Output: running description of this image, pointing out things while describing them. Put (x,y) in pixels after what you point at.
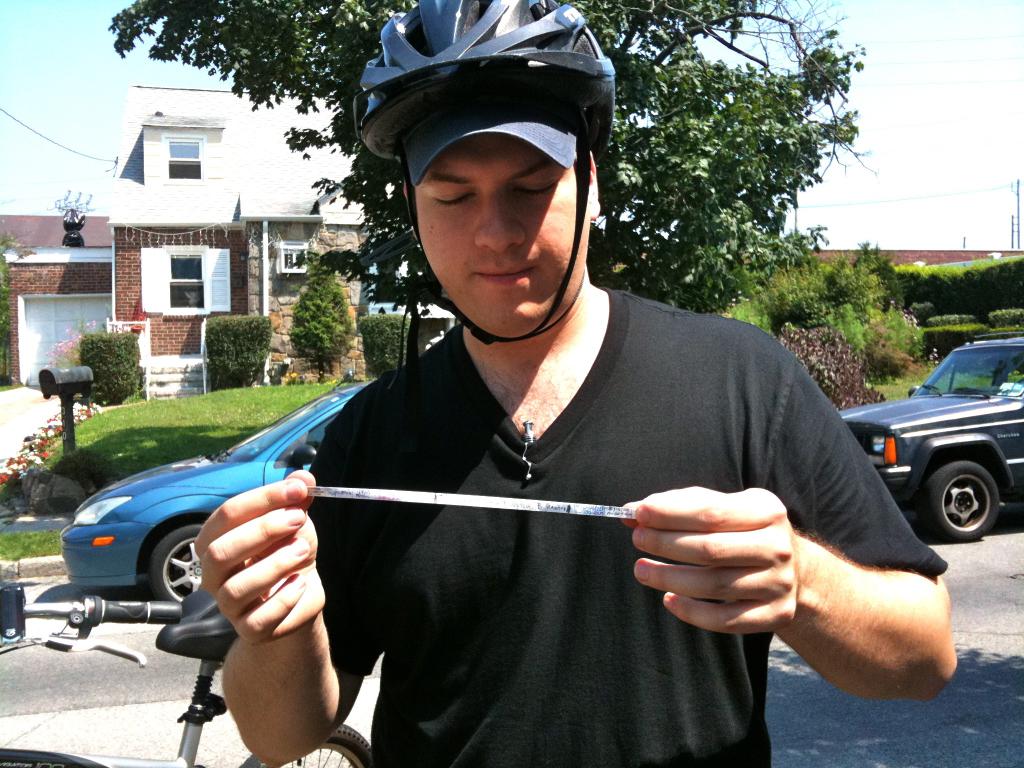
In this image we can see a person (548,463) standing and holding a paper (469,500) and there are vehicles (167,586) on the road (860,751). In the background (90,389), we can see the trees (326,288), grass (234,435), building (58,217), box (43,390), pole (1013,241) and the sky (914,108).
